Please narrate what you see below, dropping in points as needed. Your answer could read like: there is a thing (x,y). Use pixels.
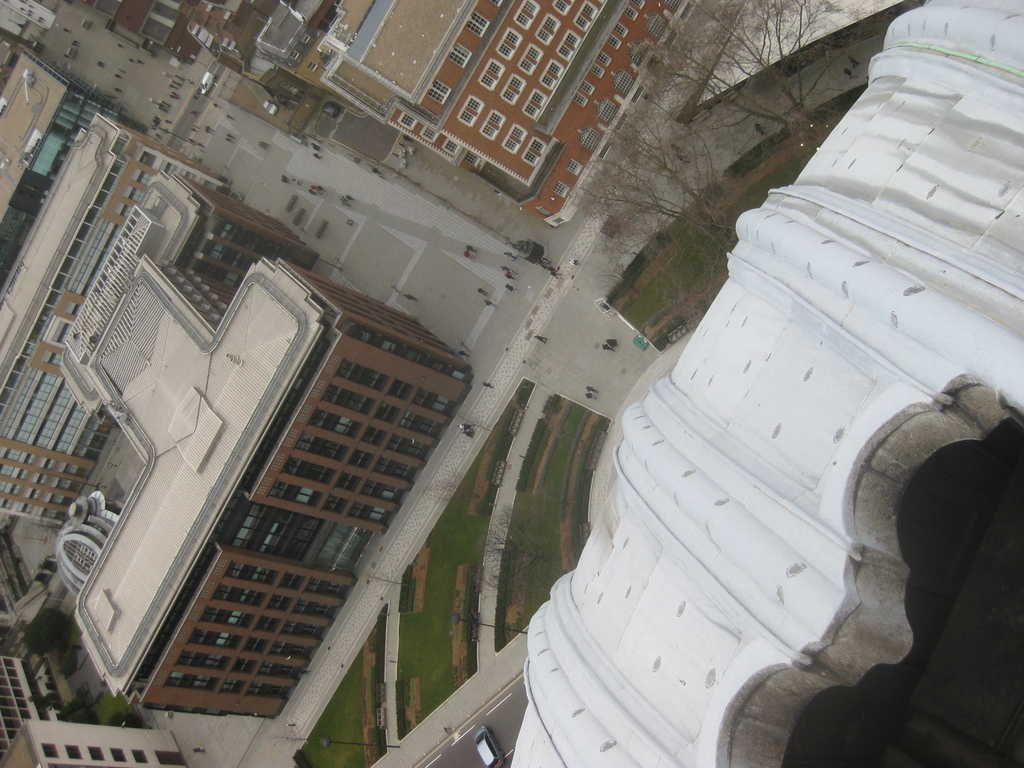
This image is taken from the top of the building (660,580). At the bottom (204,548) there are buildings (158,287) one beside the other. In between them there is a road (301,191) on which there are few people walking on it. At the bottom (496,518) there is a garden (548,505) in which there are trees (675,229).
